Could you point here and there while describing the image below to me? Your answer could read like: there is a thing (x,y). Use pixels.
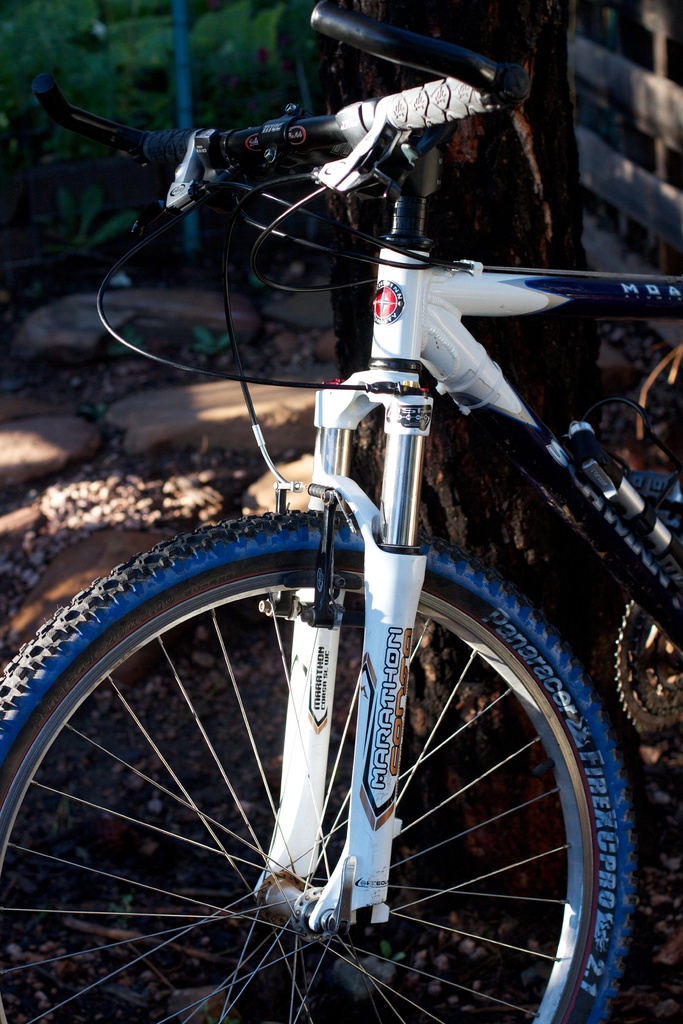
In this image we can see a bicycle (387,505). And we can see the tree trunk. And we can see the stones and plants (103,61).
